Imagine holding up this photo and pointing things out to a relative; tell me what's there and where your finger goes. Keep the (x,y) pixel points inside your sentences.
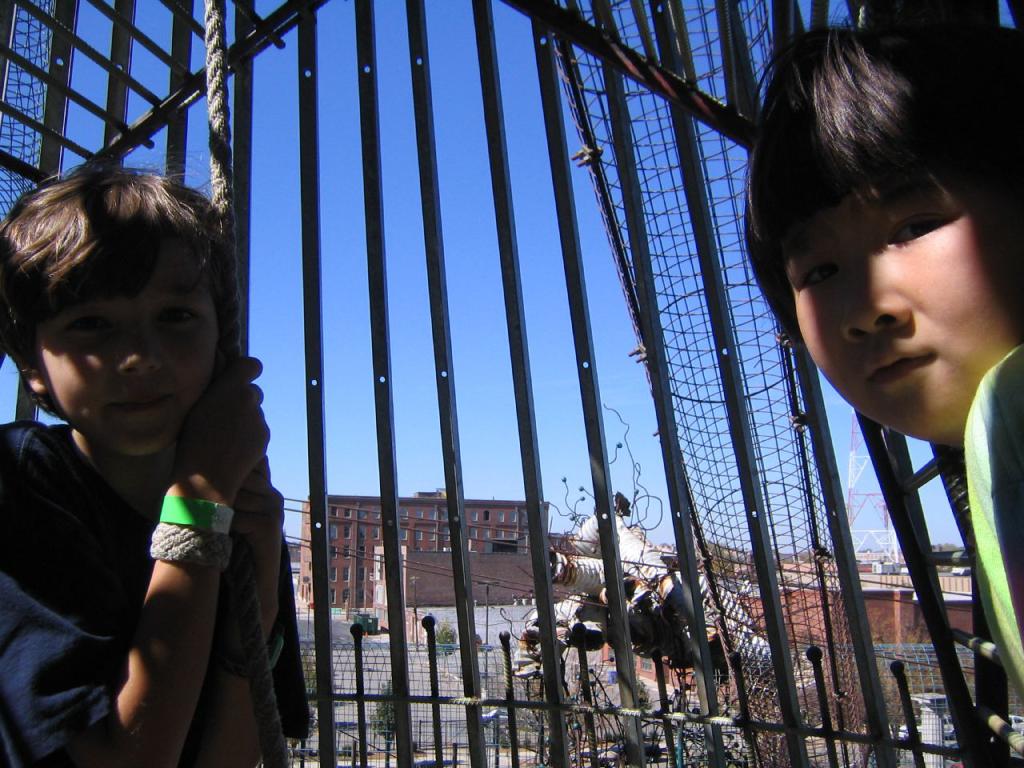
In this image, on the right side (793,313), we can see a boy (976,210). On the left side (118,445), we can also see another boy (118,445) holding a rope (243,299) and metal grill (311,523). In the background (450,724), there are some net fence (374,663), grills (690,578), buildings (530,594), electric wires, sculptures (530,646). On the top (493,250), we can see a sky (528,299).
